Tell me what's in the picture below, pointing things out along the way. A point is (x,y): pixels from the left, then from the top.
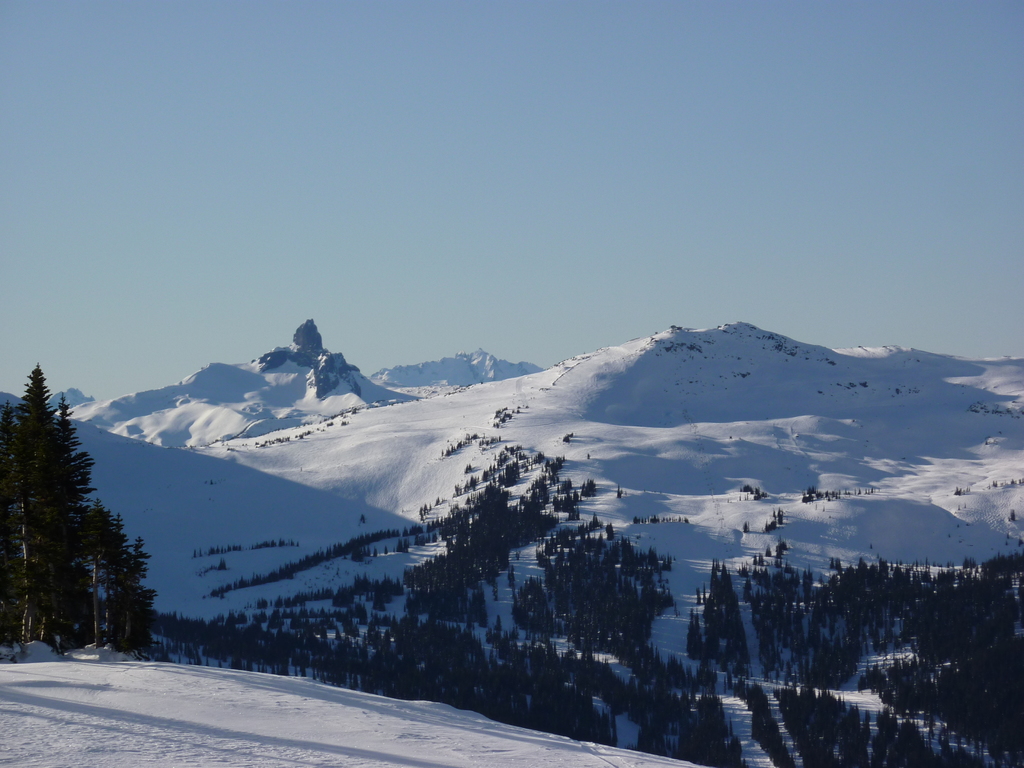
In this picture we can see the mountain ranges (515,741) totally covered up with snow (191,469). There even are some trees (728,735) on the mountains (250,490).
